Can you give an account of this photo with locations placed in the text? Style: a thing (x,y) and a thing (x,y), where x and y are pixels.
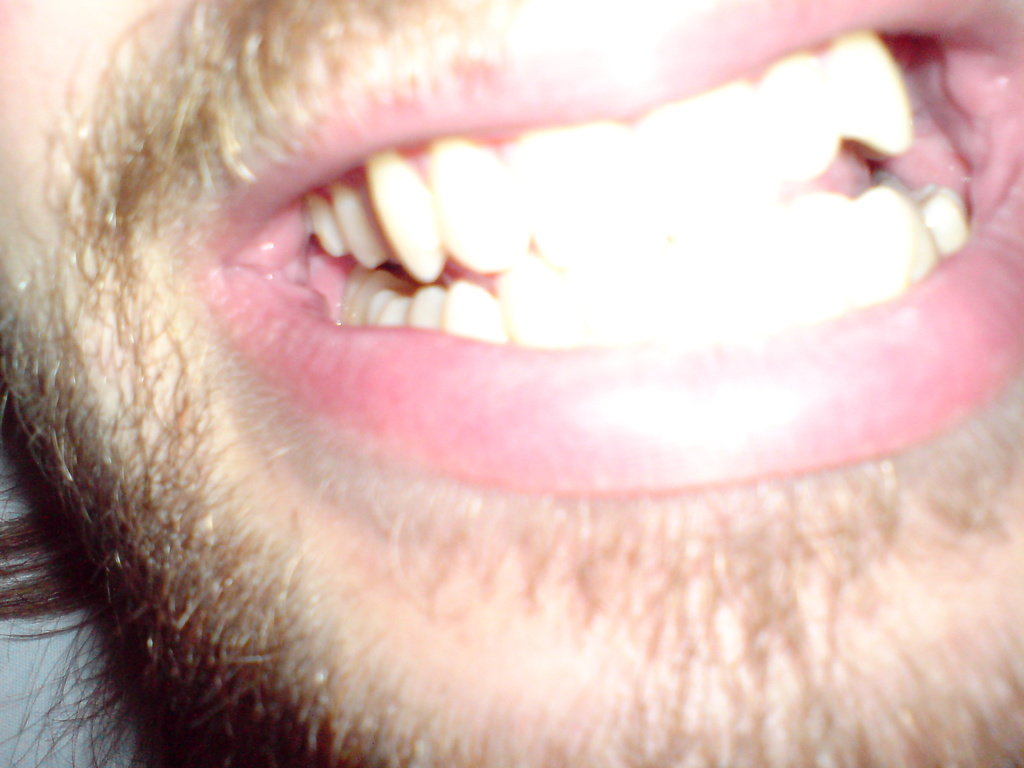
In this image I can see the teeth (596,165) of the person (510,615).
